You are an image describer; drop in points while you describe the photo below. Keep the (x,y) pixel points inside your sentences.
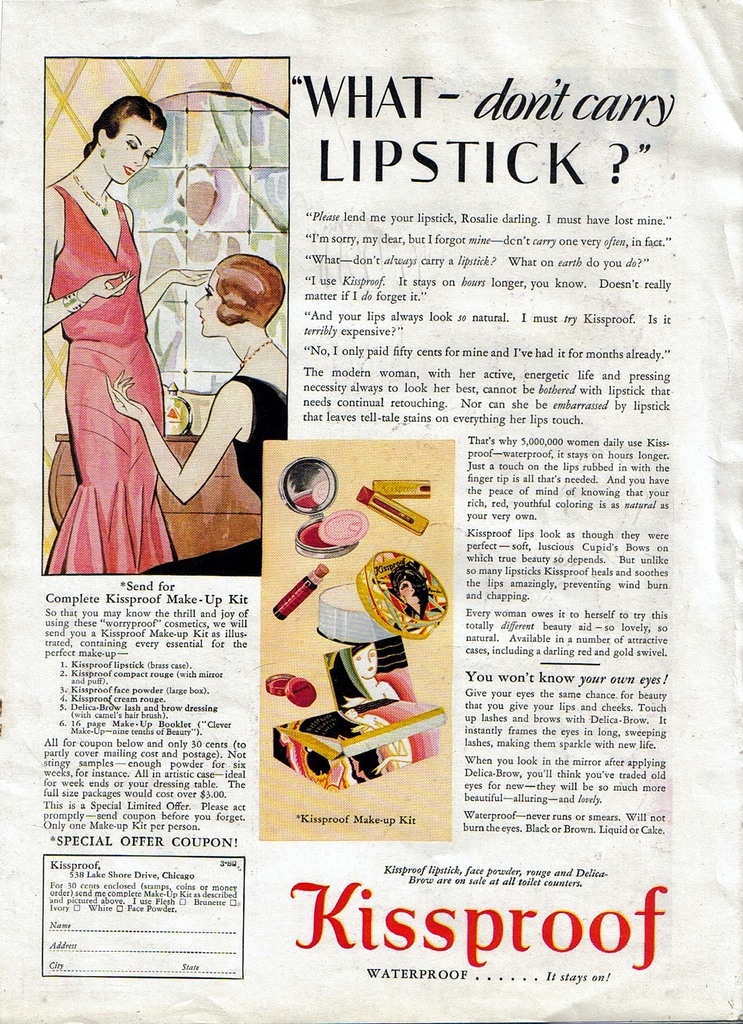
This might be a poster (448,422), in this image there is text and in the center of the image (361,501) there are some makeup kits (346,588) like powder (359,627), lipstick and mirror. And on the left side of the image (124,361) there are a woman (152,373) standing and a woman (269,410) sitting, and in the background (213,144) there is a table (184,436) and some objects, wall (69,110) and window (166,140).
